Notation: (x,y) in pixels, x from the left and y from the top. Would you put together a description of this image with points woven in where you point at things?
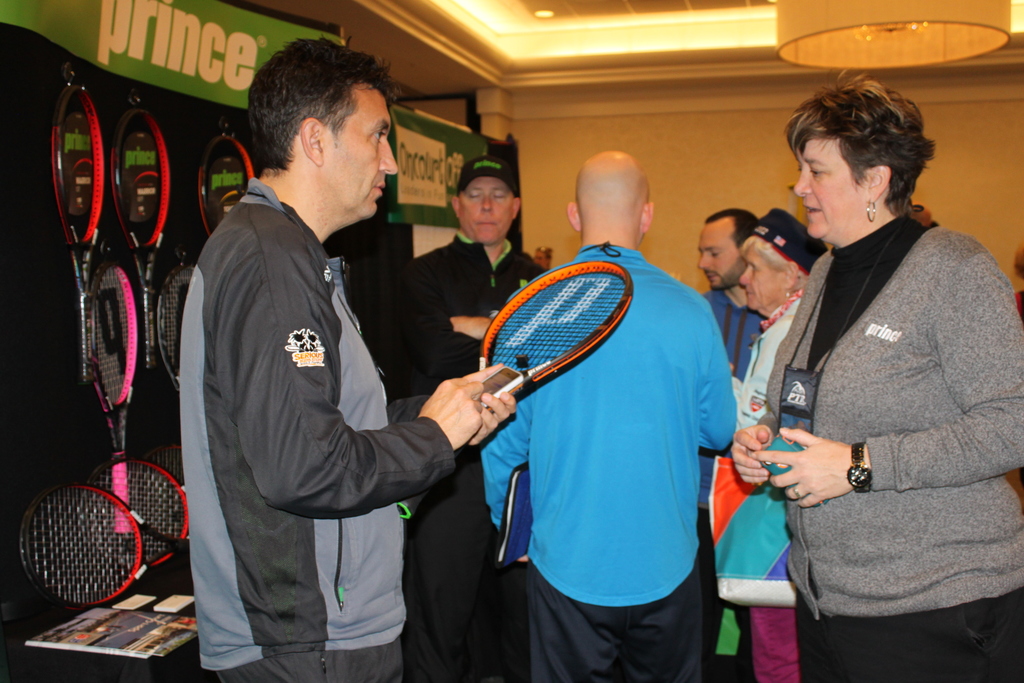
In this picture I can see there is a man (280,584) wearing a coat (319,535) and he is standing at left (292,286) and he is holding a mobile phone (497,386) and a tennis racket (532,371). On to left (127,556) there are many tennis rackets (106,543) placed and in the backdrop (601,229) there are a group of people (618,231) standing and there are lights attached to the ceiling (609,26) and there is a wall (626,102) in the backdrop (646,160).
